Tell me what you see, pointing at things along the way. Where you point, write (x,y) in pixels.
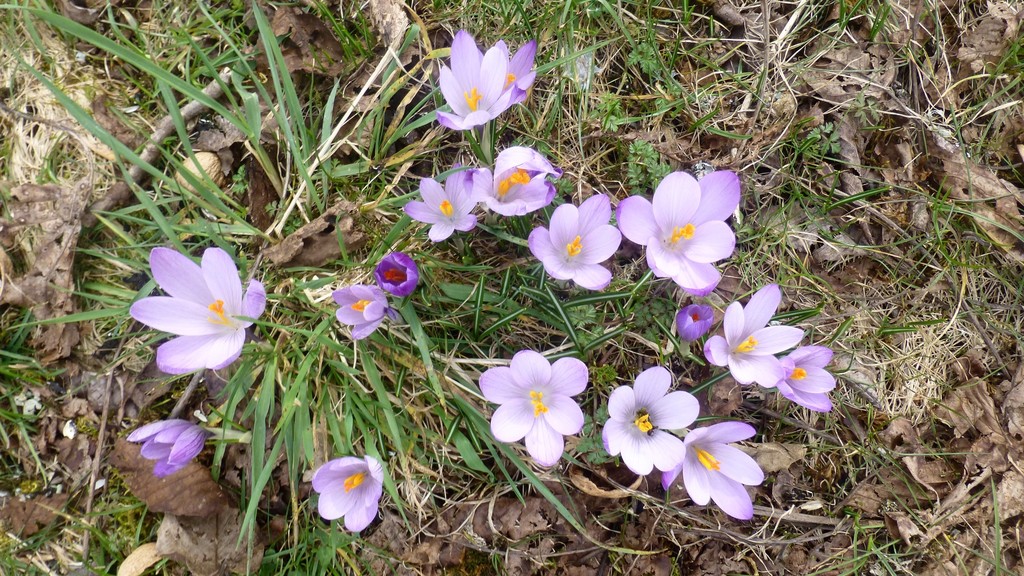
In this picture we can see a few violet color flowers (679,212), dry leaves (666,140) and some grass (415,32) on the ground (948,130).
